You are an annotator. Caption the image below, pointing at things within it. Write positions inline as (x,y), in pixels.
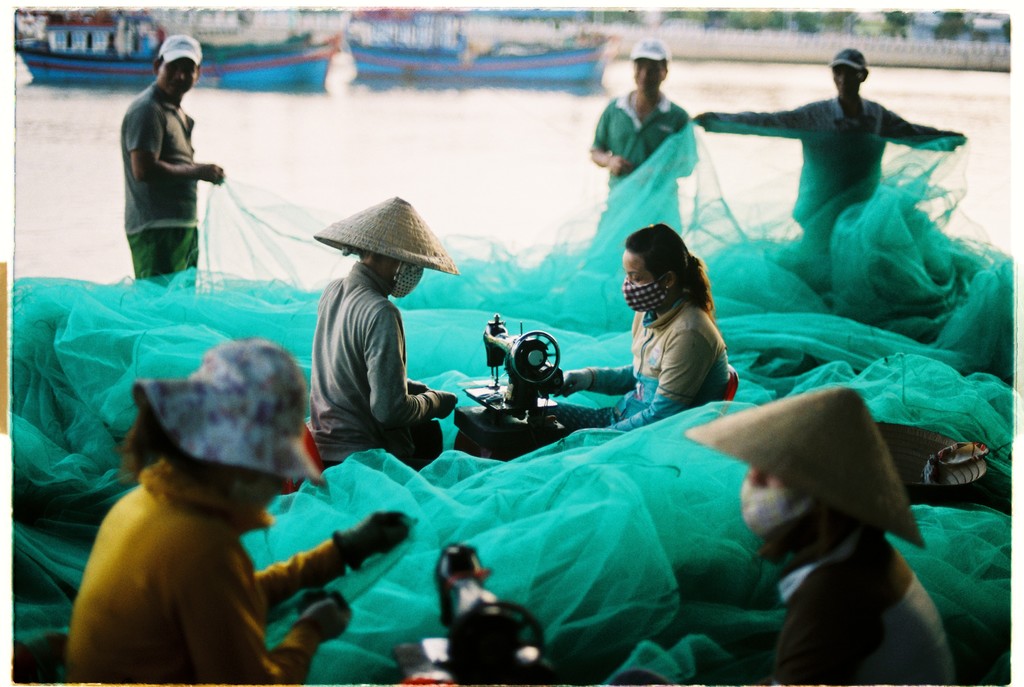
In this image, we can see people (385,245) wearing caps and hats (291,372) and some are wearing, masks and there are nets (127,299) and we can see sewing machines (523,442). In the background (402,115), there is water (454,131) and we can see trees (842,27), a fence (732,30) and boats (430,52).
